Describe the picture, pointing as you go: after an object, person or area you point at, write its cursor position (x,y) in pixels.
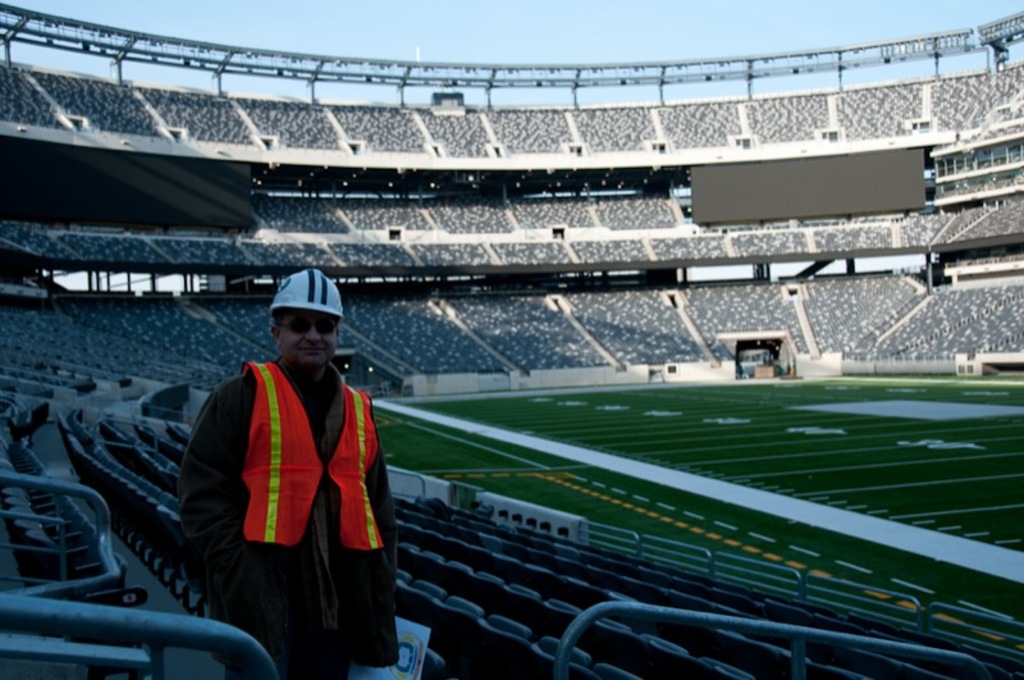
The picture is clicked inside a stadium (543,478). In this picture we can see chairs (695,132) and a person (290,442) standing. Towards right (827,447) we can see ground (867,463). At the top (486,50) it is sky (516,56).
